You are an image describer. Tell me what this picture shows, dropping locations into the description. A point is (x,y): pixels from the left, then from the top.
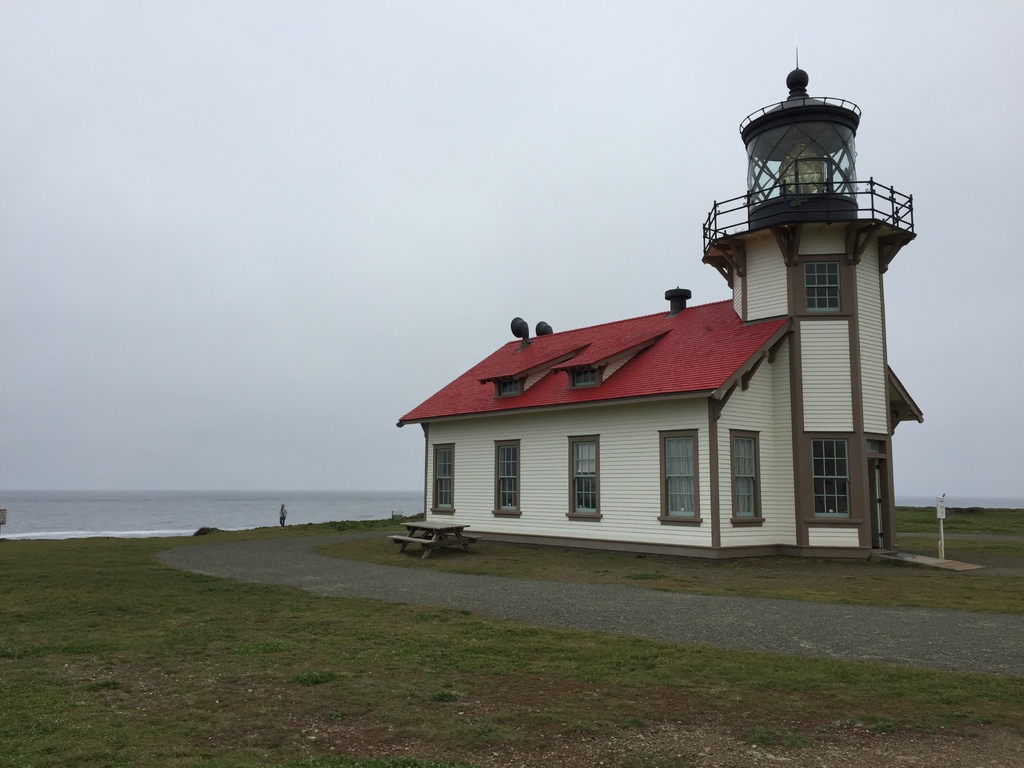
In this image we can see a building (618,457) with windows (579,471). On the top of the building (788,225) there are railings (789,196). Near to the building (440,497) there are benches (404,540) and table (418,533). On the ground (353,626) there is grass (871,596). In the back (130,505) there is water (128,506) and sky (370,196).
